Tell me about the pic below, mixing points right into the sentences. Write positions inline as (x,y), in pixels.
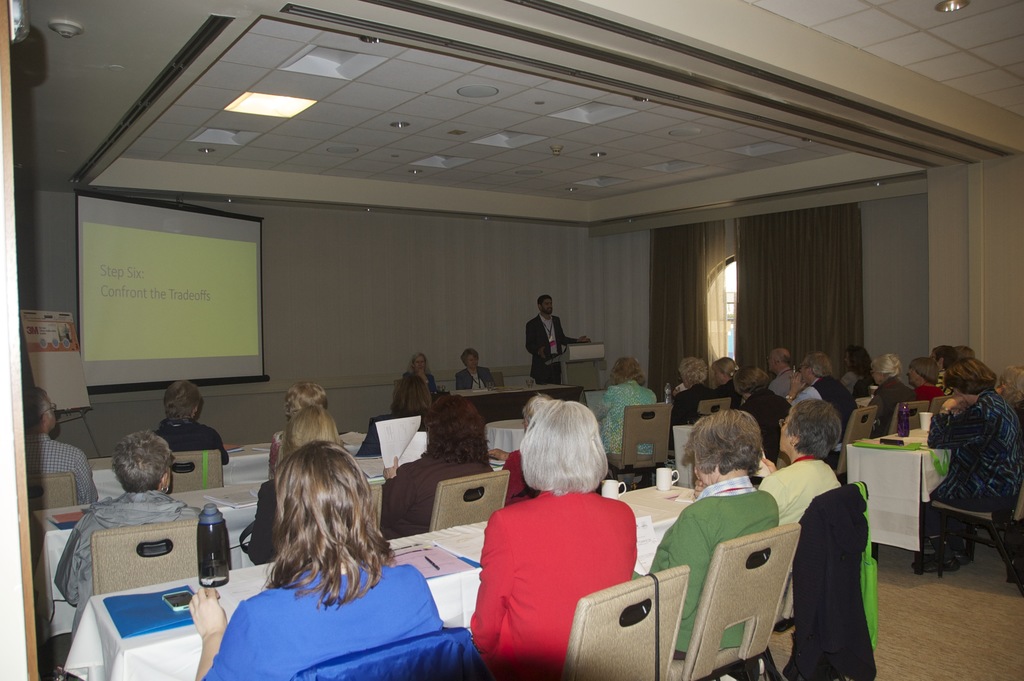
This image is clicked in a meeting room (480,258). There are many persons (300,642) sitting in this image. Most are sitting in the chairs (659,436). In the background (156,258), there is a projector screen (249,278) on the wall (490,254) and curtains (722,287) along with window (735,305). On the table (142,650), there are files (130,611) and mobiles (183,600).
